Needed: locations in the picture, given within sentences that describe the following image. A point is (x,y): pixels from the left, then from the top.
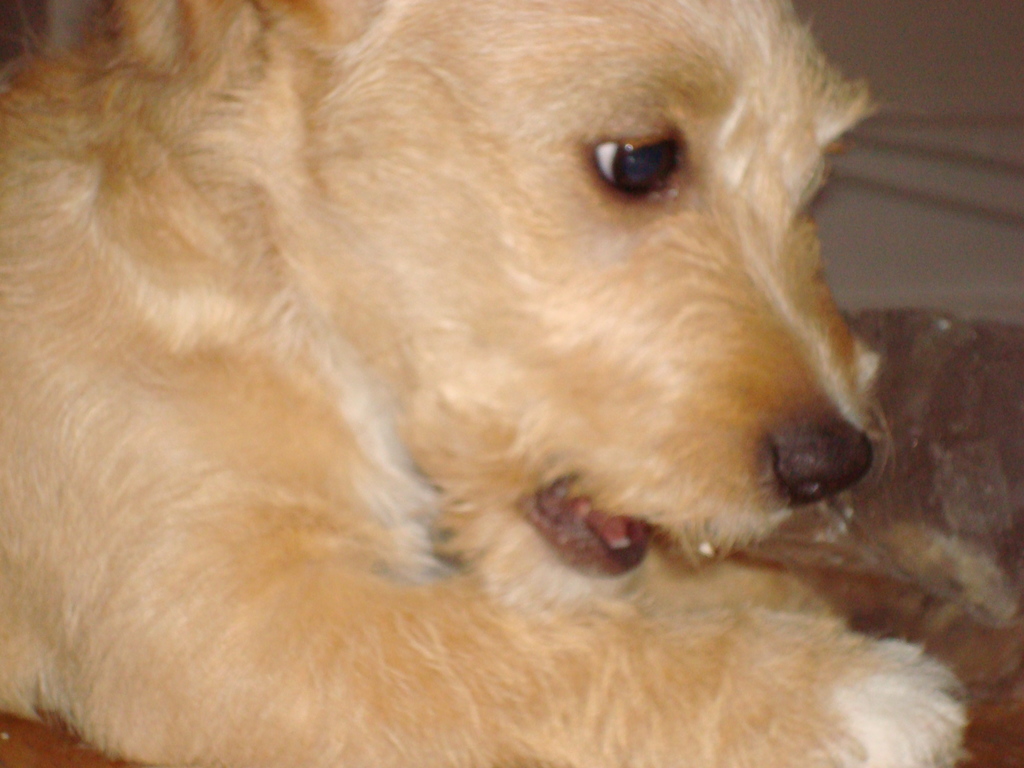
As we can see in the image there is a cream color dog (447,383).
